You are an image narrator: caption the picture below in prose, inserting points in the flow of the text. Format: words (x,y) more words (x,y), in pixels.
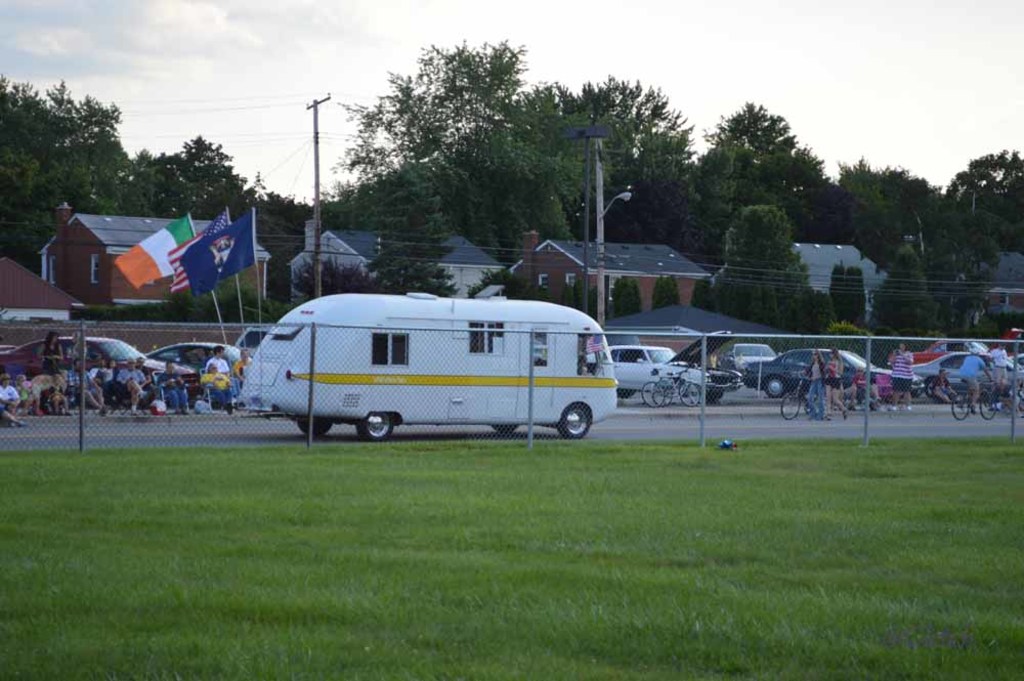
In front of the image there is grass (452,481), behind the grass (440,523) there is a metal mesh fence (750,416), on the other side of the fence (416,366) there are cars (626,391) caravans (351,354), cycles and there are a few people (178,373) walking and seated in chairs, behind them there are trees (282,269) and houses (298,265) and there are a few flags (252,253) and lampposts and electrical poles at the top of the electrical poles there are cables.
